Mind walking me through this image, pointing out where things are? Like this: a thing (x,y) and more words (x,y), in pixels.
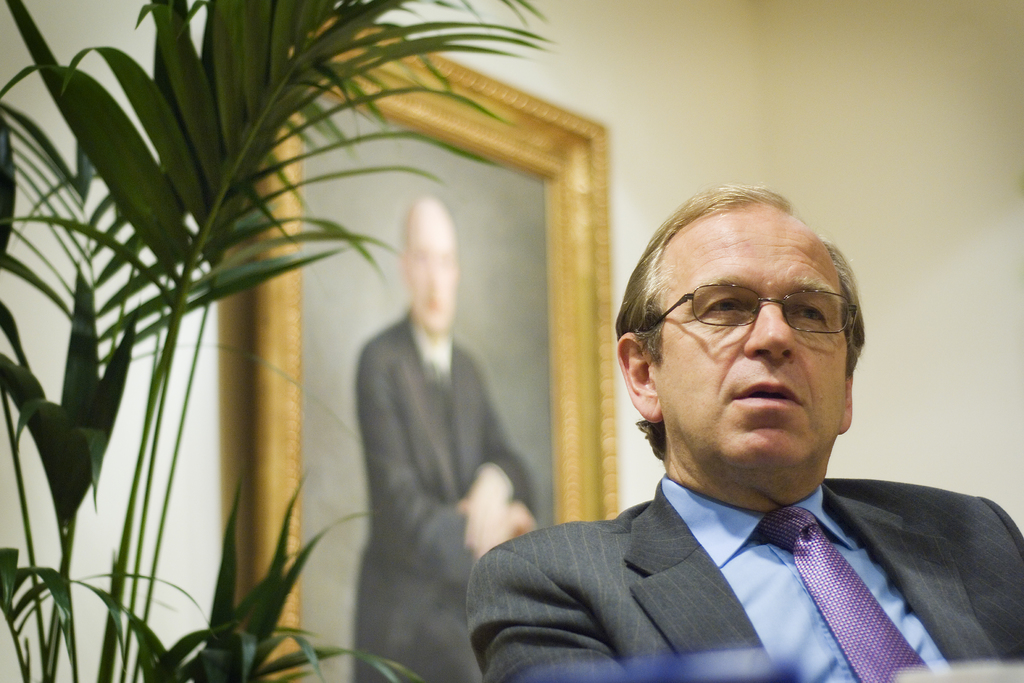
In the picture I can see a man (834,626) on the right side (834,626). He is wearing a suit (919,570) and a tie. I can see a plant (213,263) on the left side (207,252). In the background (425,466), I can see the photo frame (492,184).
